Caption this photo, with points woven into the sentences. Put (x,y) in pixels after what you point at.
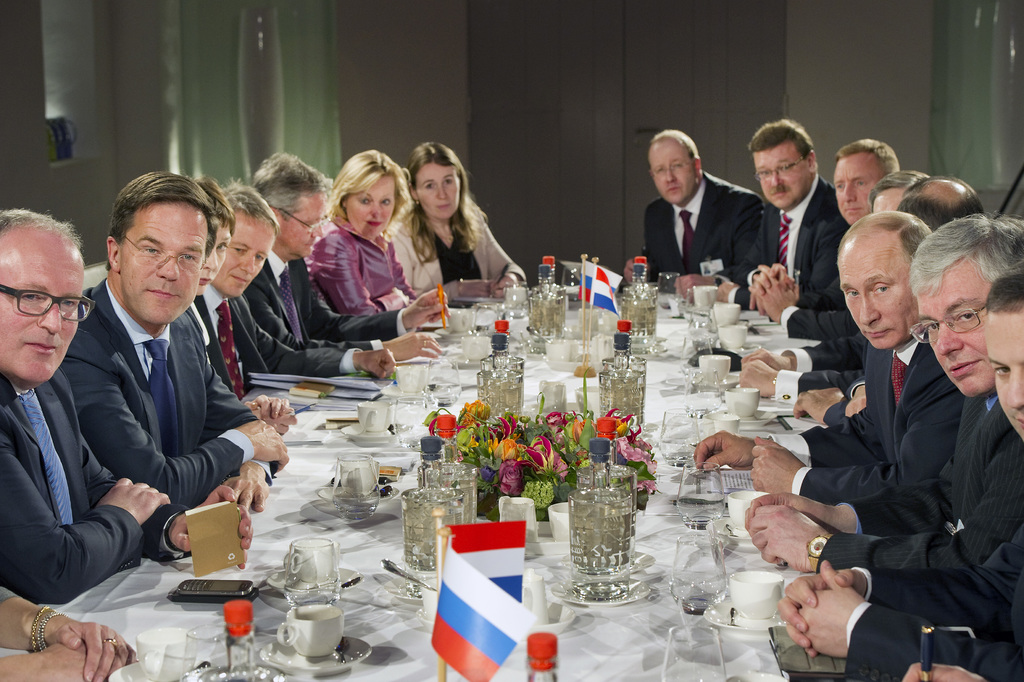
In this picture, we see many people (885,568) sitting on either side of the table (581,615). In front of them, we see a table (375,570) on which cup (174,641), saucer (342,579), water glasses (311,597), flower vase (508,491), water bottles (419,563) and mobile phone (221,586) are placed. Behind them, we see a wall (583,86). This picture might be clicked in the conference hall (953,110).
